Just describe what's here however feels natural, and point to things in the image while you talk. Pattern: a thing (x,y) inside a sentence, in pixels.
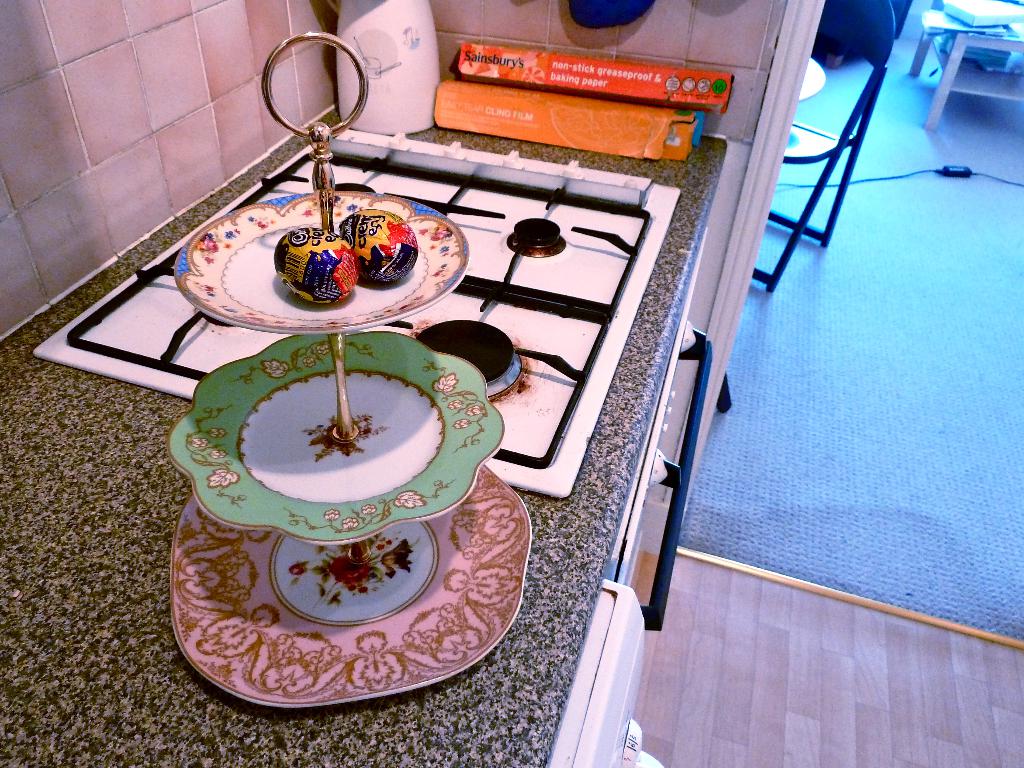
In this image i can see a object (443,418) which is placed on the table (118,610).
